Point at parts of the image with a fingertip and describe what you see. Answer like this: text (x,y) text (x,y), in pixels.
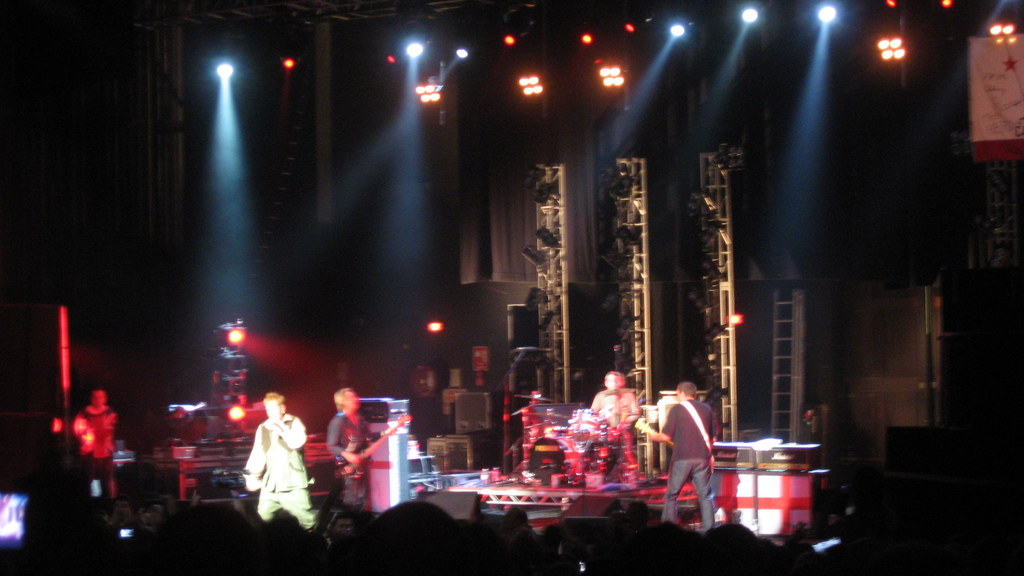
In this picture, there is a stage (628,478) at the bottom (579,505). On the stage (313,490), there are people (87,445) playing musical instruments (611,466). Towards the left (300,510), there is a man (287,440) holding a mike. Behind him, there is a man (357,448) playing a guitar (386,438). Towards the right (685,455), there is a man (707,490) playing a guitar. Before him, there is a man (625,398) playing drums (590,426). On the top (563,171), there are rods (543,224) and lights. At the bottom (245,536), there are people (478,548).
